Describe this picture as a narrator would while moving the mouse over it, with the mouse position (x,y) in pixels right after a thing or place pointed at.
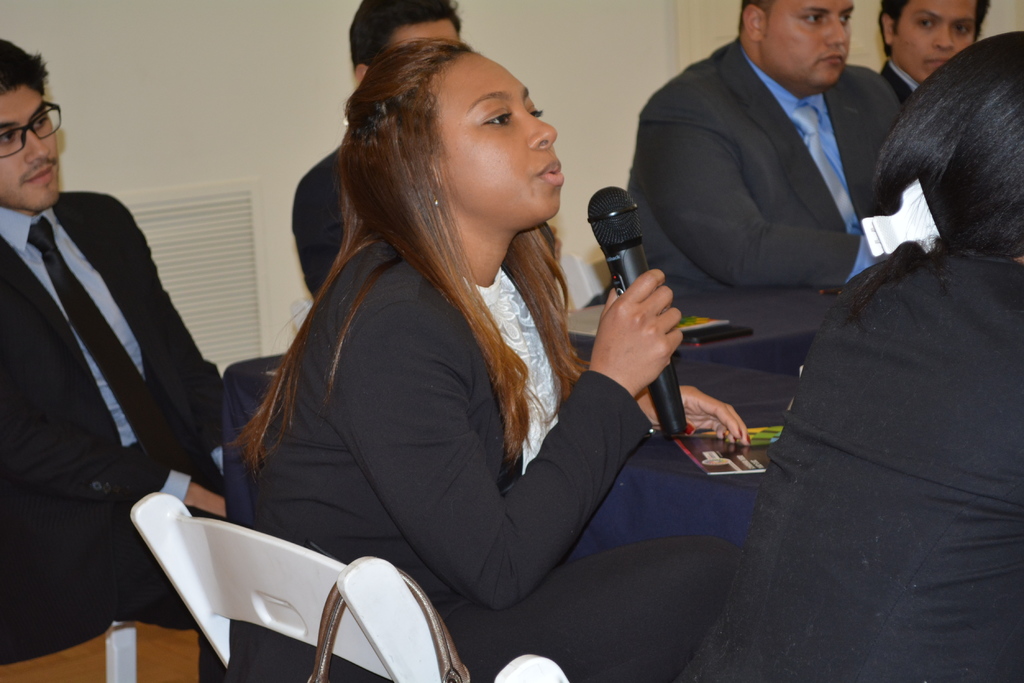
The image is inside the room (595,593). In the image there are group of people (557,527) sitting on chair (309,562) in front of a table (634,467), on table (701,457) we can see a book (736,460) and a blue color cloth (627,496). In middle (587,367) there is a woman (442,358) holding a microphone (630,279) and opened her mouth (555,178) for talking in background (158,68) there is a white color wall (626,48).
